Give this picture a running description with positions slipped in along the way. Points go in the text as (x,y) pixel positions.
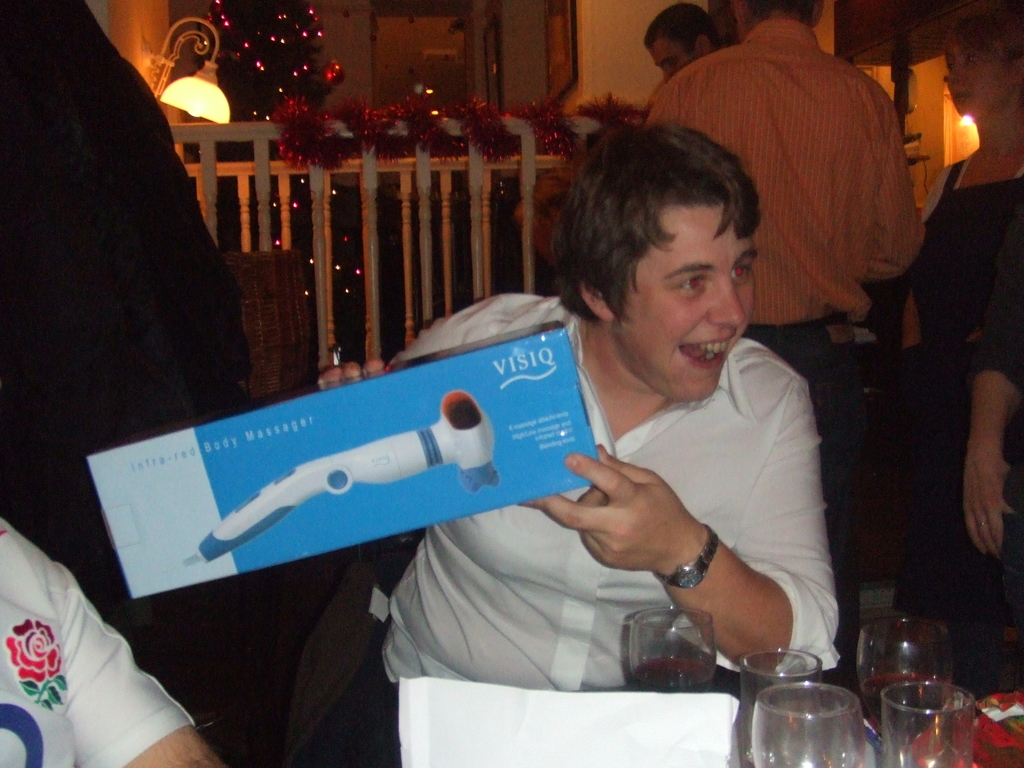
Here we can see a man (610,599) sitting at the table (510,704) by holding a box (366,482) in his hand (612,533) and on the table (660,732) we can see glasses (826,741), tissue papers (625,728) and some other items (865,733). In the background (261,65) there are few persons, fence (261,149), decorative lights (256,112) on a tree (269,64), frames (564,30) on the wall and lights (204,83).
